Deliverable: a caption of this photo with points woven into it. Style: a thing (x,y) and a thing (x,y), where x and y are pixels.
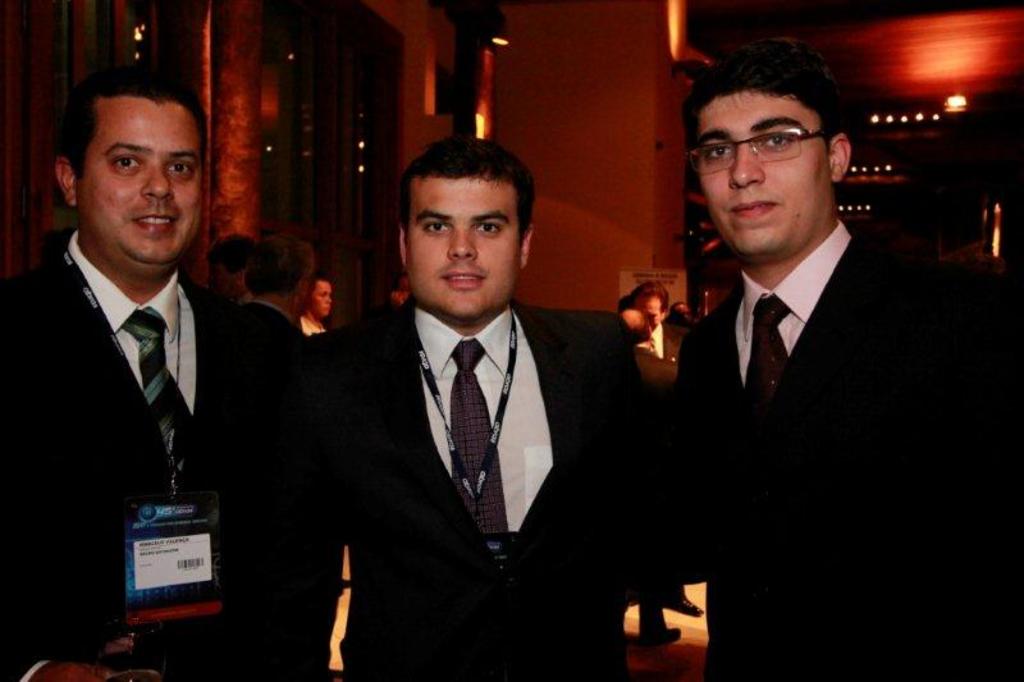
Front these three people (791,588) are standing and wore black suits (367,485). Background (292,271) there are people (274,273) and lights (957,101).
